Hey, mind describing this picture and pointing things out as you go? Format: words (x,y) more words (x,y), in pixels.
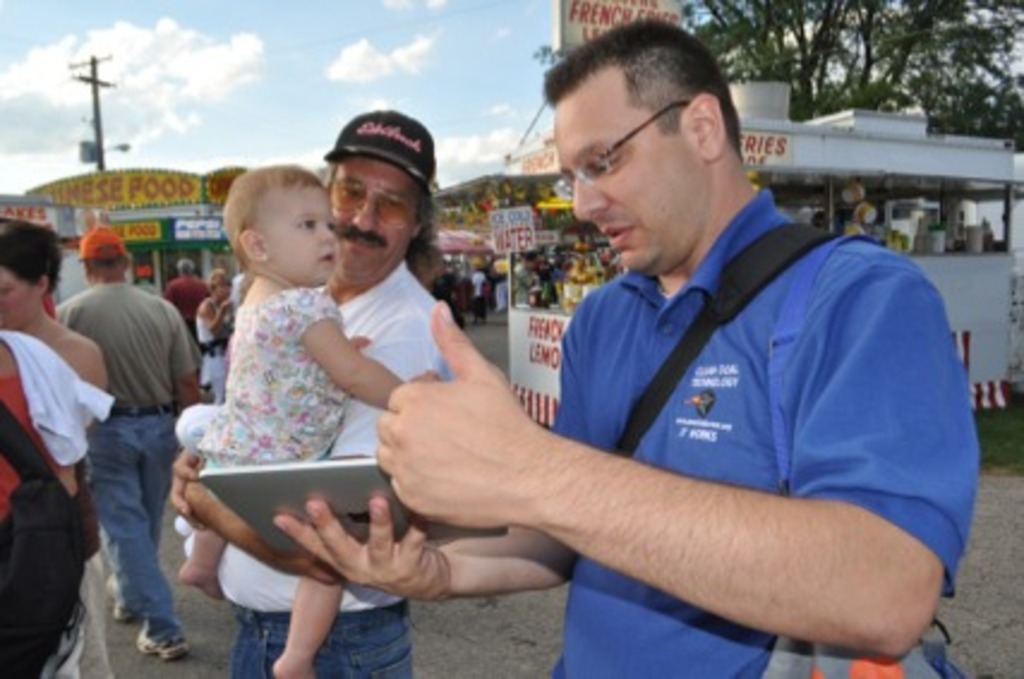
In this image we can see a group of people (439,431) standing on the ground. In the foreground (625,548) we can see a person (676,554) wearing spectacles (656,116) is holding a tablet (277,497) in his hands (490,509). One person (382,312) is holding a baby (293,286) with his hands (185,502). In the center of the image (539,307) we can see some buildings (124,214) with some objects (584,259), sign board (221,225) with text (527,243). In the background (108,144), we can see a group of trees (732,52), light pole (94,145) and the sky (287,84).
